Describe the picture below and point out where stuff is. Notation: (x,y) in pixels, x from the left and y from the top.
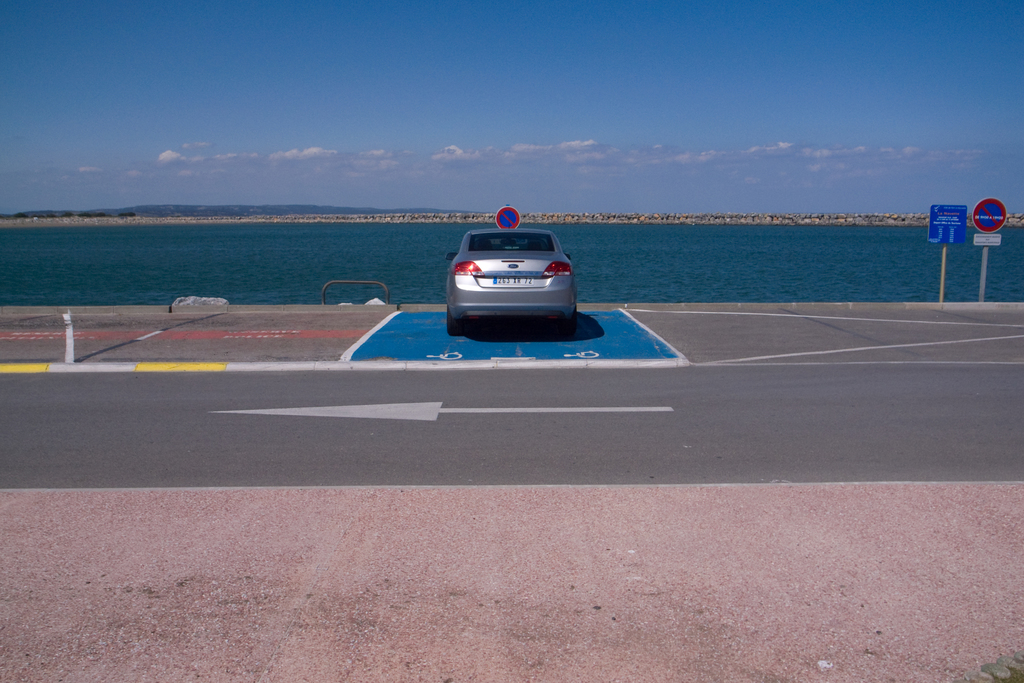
In this image we can see sky (458,150) with clouds (280,166), hills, water (279,236), sign board (981,244), motor vehicle (511,289) on the road (484,326) and barriers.
